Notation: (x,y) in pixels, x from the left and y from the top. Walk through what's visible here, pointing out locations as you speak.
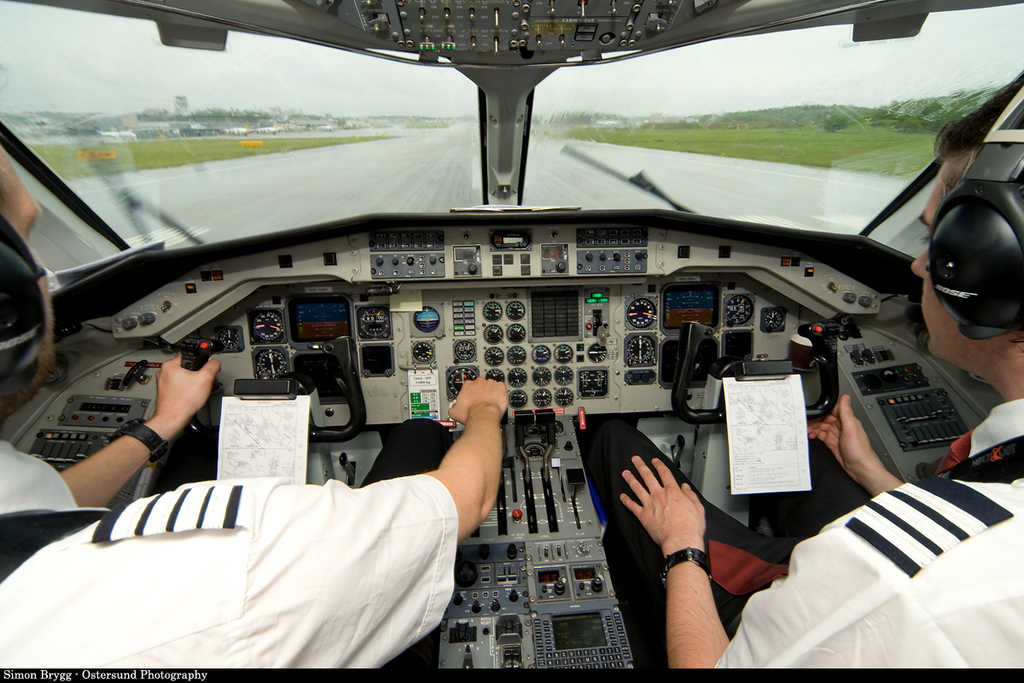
This is an inside view of the vehicle (234,373), in this image there are two persons (289,543) who are sitting, and in the background (867,128) there are some houses (238,123), mountains (832,128), and grass (155,160) and at the bottom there is a road (461,175).
